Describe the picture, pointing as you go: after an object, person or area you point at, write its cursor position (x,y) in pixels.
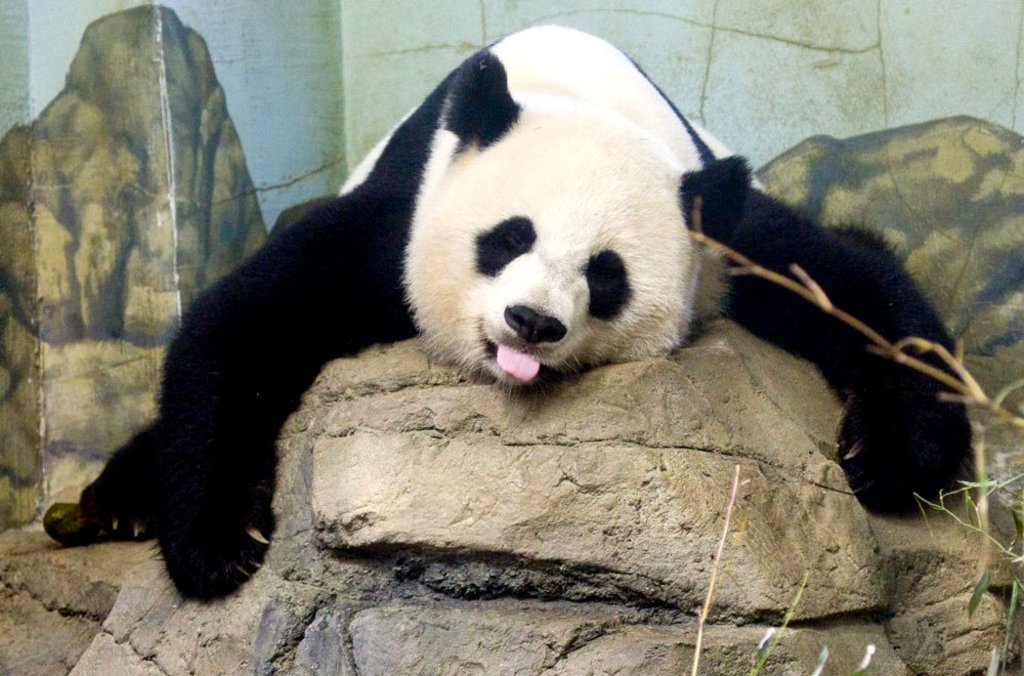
In this image we can see a panda (856,257) and the panda (219,382) is lying on a rock (501,410). Behind the panda (465,149) we can see a wall (831,169). On the wall (425,82) we can see the painting (168,187) of mountains (122,236). In the bottom right (1003,512) we can see the grass (770,640).
